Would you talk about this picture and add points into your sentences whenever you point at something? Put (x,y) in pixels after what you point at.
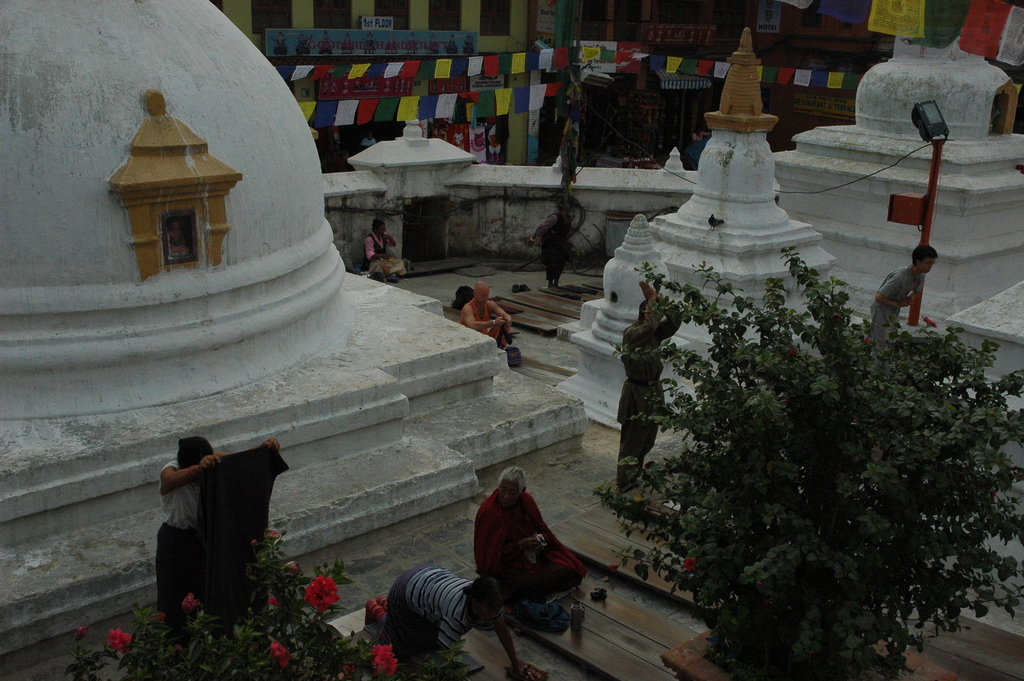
This picture is consists of stupa (217,70) and there are plants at the bottom side of the image (752,557) and there are people (405,628) in the image and there are shops (363,18) and colorful papers (398,74) at the top side of the image (607,120).
